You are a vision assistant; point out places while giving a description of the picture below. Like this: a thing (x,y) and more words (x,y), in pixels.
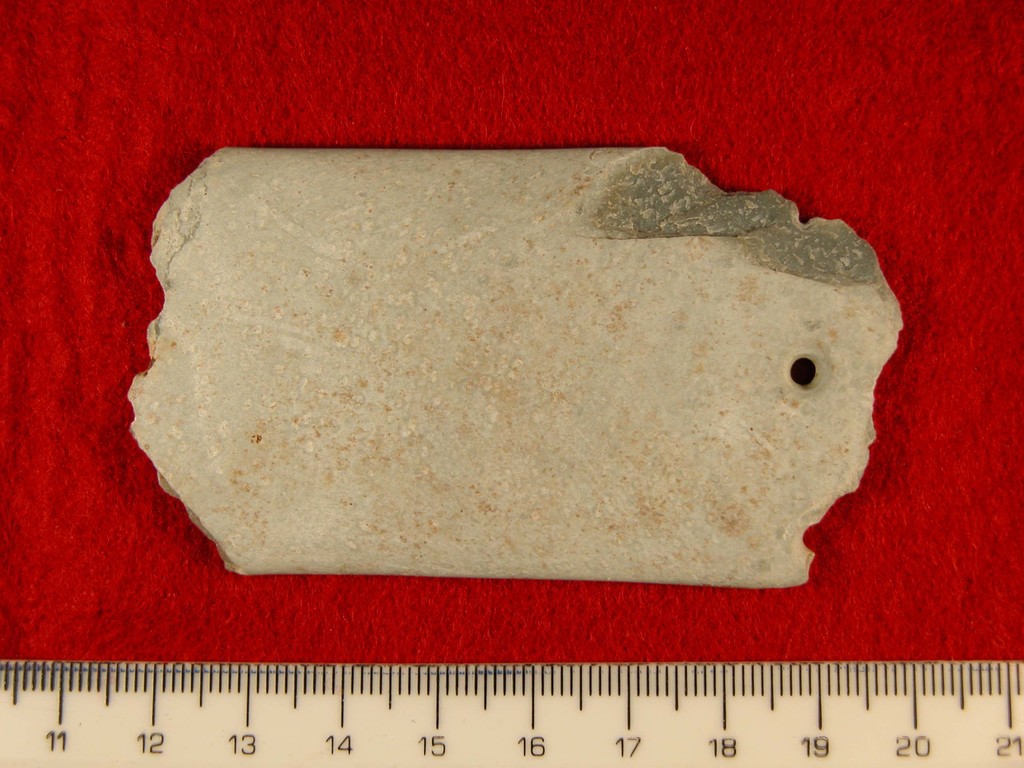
In this picture I can observe an object (487,266) which is in cream color placed on the red color cloth (90,506). I can observe a measuring scale (259,708) on the bottom of the picture (419,732).
